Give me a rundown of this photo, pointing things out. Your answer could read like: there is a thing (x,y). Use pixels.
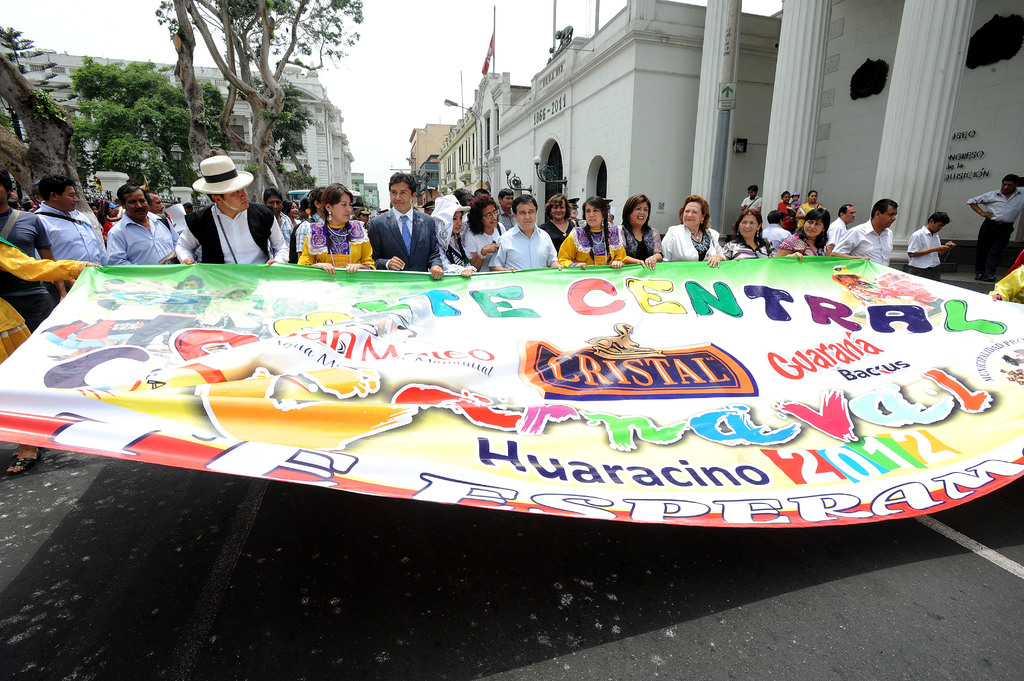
In this picture we can see some people (350,217) are standing, some of them are holding banner (423,363), there is some text (963,395) on this banner (624,345), in the background (865,153) there are some buildings (577,107), on the left side (159,112) we can see trees (115,115), there is the sky (409,23) at the top of the picture (373,110), we can see a light (448,102) and a flag (490,50) in the middle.
